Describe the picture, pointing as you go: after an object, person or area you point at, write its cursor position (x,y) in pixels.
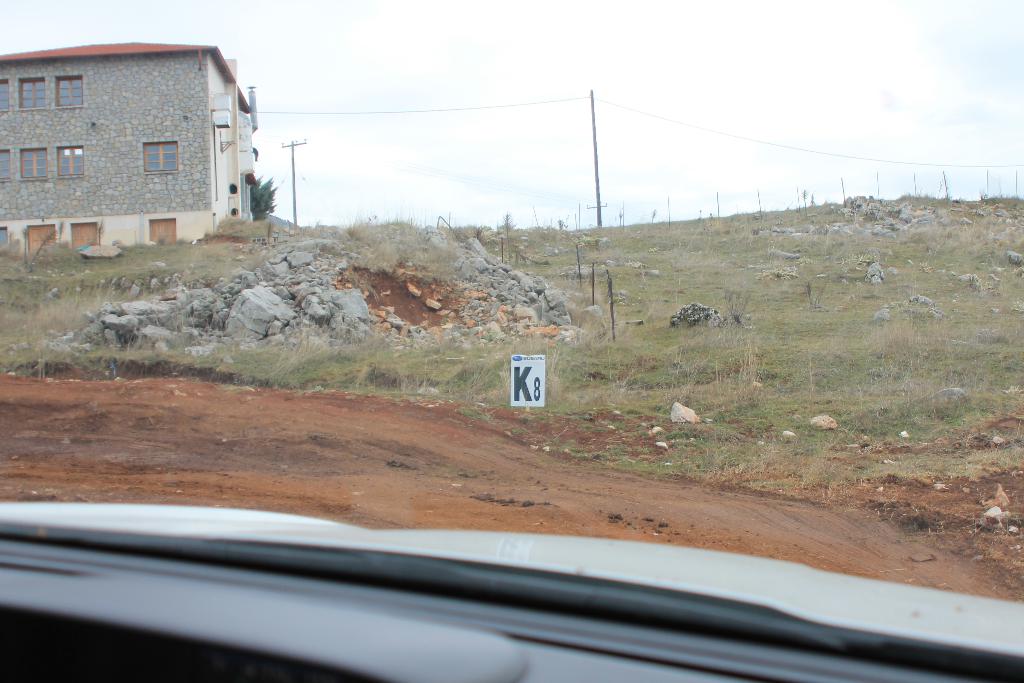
In this picture I can see grass (257,224), fence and poles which has wires (760,140) attached. I can also see board (519,383) on the ground (112,289). On the left side (82,186) I can see a building (67,222) and sky (121,16).
